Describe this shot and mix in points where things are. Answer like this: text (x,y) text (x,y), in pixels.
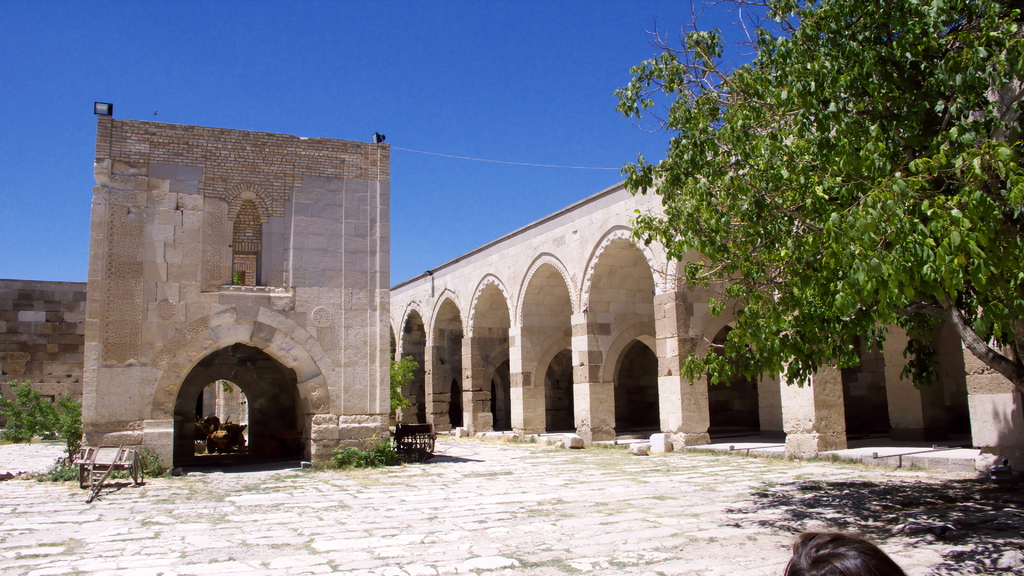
At the bottom (829,554), we see the pavement (485,537) and the head (812,553) of a person (818,553). On the right side (853,237), we see a tree (908,188). Beside that, we see the arches (592,281) and the pillars (899,385). In the middle (366,284), we see the carts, trees (405,382) and a castle (360,264). In the background (75,336), we see a stone wall (58,386) and the trees (66,418). At the top (436,126), we see the sky (444,113), which is blue in color.
